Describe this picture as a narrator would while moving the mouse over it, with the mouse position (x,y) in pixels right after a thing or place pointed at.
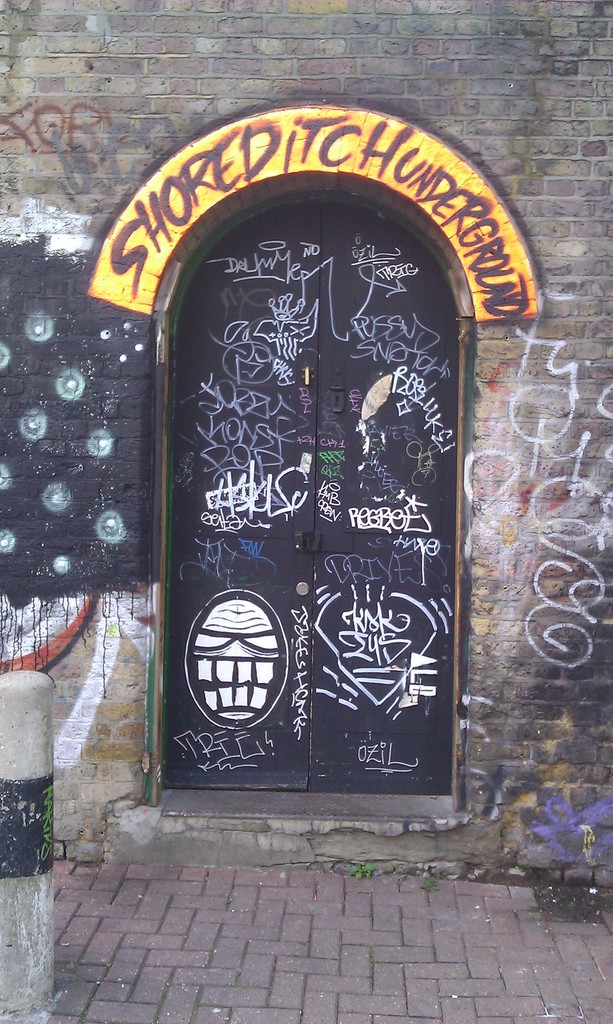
In this image we can see a building (600,183), there are doors (296,501), on the doors (300,489) we can see some text (256,501) and drawing (267,621), also we can see a pole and a board (376,157) with some text (479,195) on it.
